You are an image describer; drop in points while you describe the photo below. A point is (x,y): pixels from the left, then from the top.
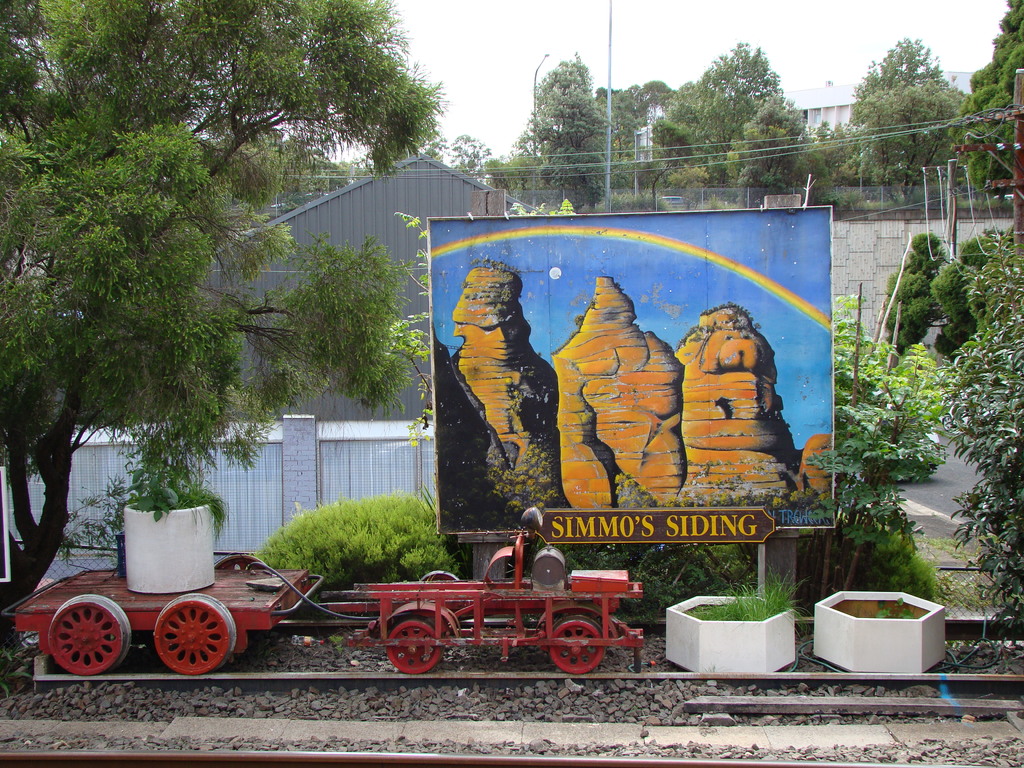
In this image we can see a painting hoarding (776,425). We can also see a red color vehicle (575,654) on the track (346,684). Image also consists of trees (666,151), shrubs (432,532), flower pots (182,538), stones (512,700), electrical poles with wires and also the wall (348,468). We can also see a house (431,179) and a building (820,105). Sky (584,57) is also visible.
